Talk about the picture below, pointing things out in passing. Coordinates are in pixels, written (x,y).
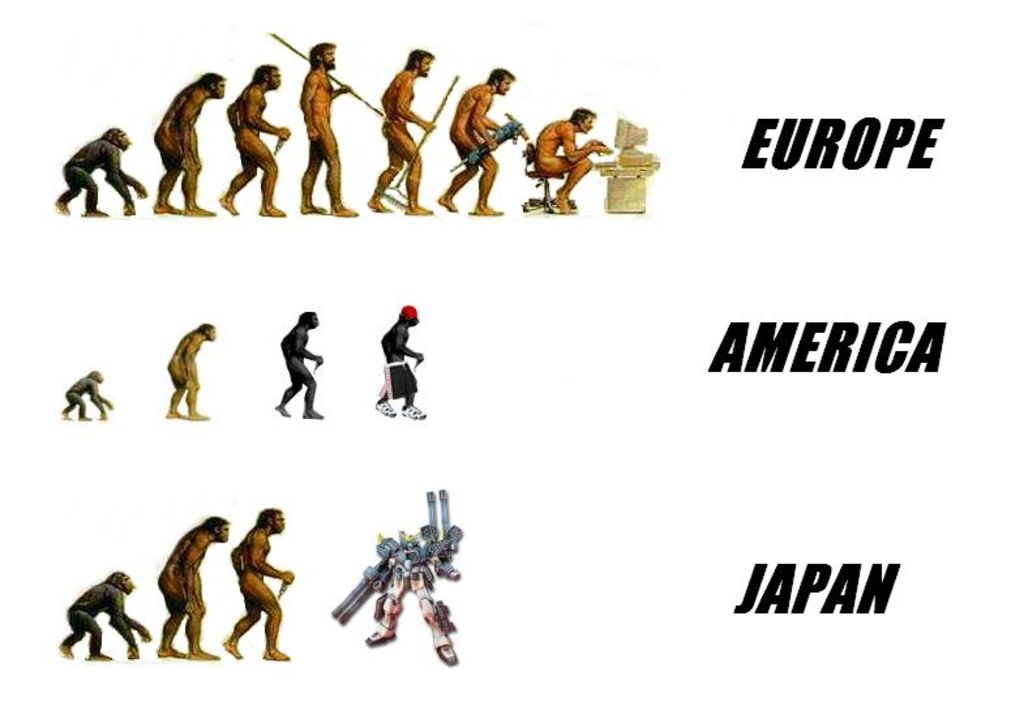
In this image we can see ape stages (103,142), here we can see the robot (348,616) and here we can see some edited text (800,129). The background of the image (14,238) is in white color.
